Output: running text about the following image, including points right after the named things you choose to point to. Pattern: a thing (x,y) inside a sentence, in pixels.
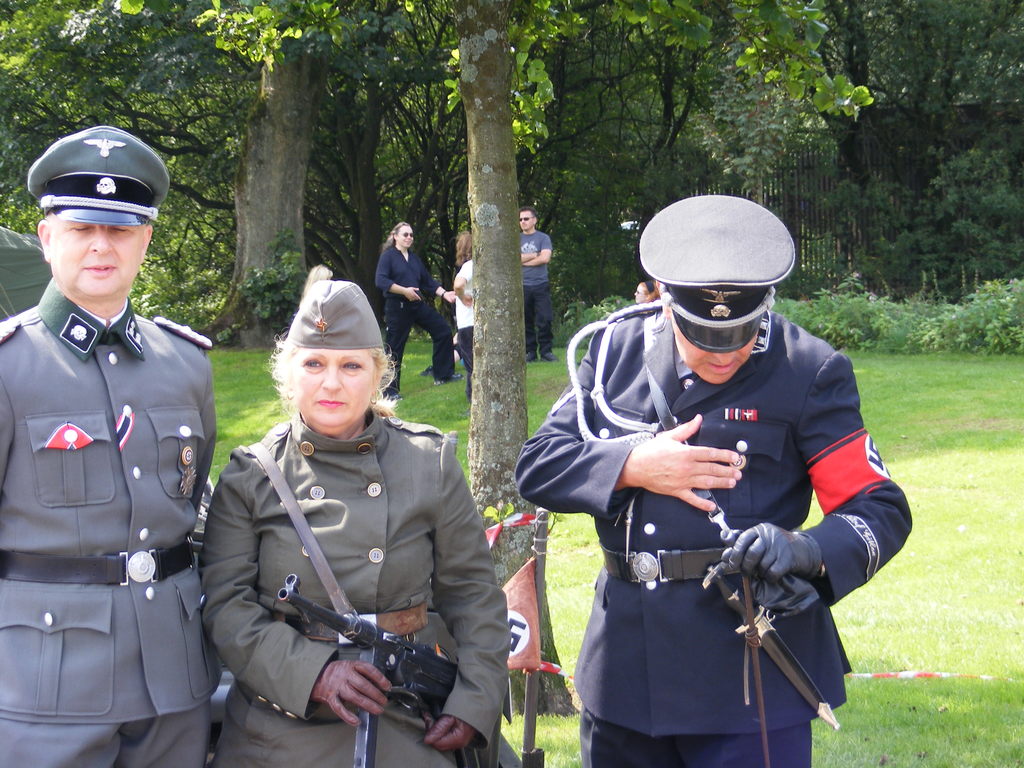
In this image, there is an outside view. In the foreground (234,491), there are three persons (424,491) standing and wearing clothes (161,466). The person (390,557) who is in the middle of the image (356,511) holding a gun (404,648) with her hands (358,681). There are three persons (461,349) In the middle of the image (535,261) standing and wearing clothes (544,242). In the background (364,184), there are some trees (354,94).
